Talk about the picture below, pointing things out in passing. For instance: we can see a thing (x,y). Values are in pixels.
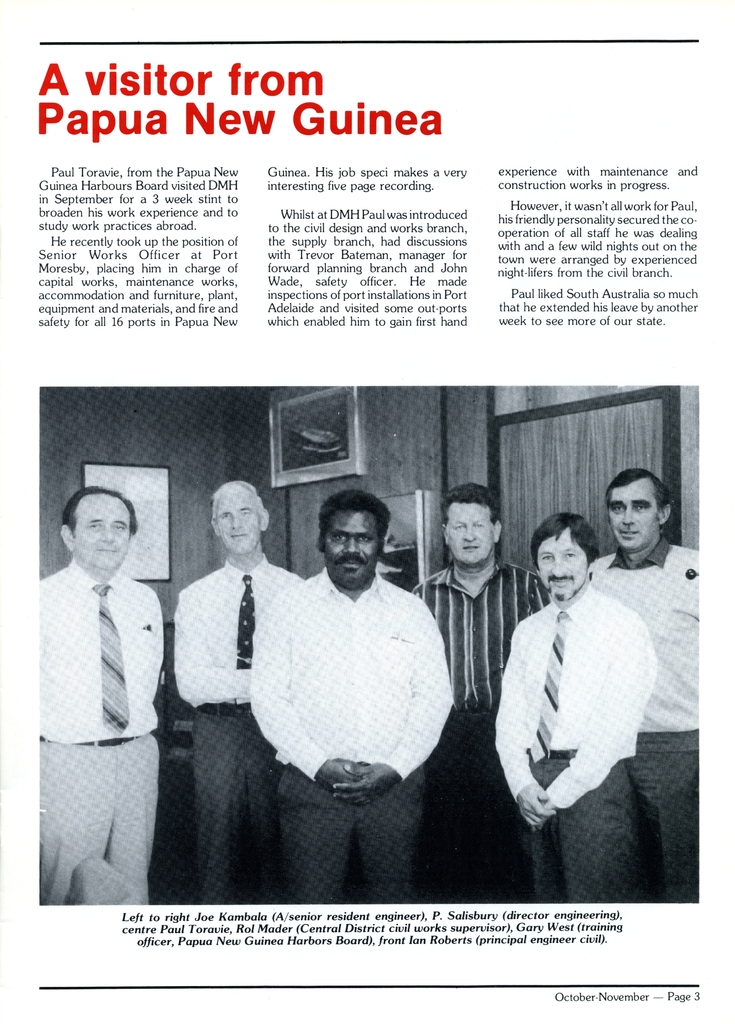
In this image, we can see a magazine paper (344,815). Here we can see some text (306,926). Here there is an image (311,667). In that image (528,708), group of people (507,695) are standing. Background (425,478) there is a wall (318,496), some objects (401,523), curtain (590,444).
